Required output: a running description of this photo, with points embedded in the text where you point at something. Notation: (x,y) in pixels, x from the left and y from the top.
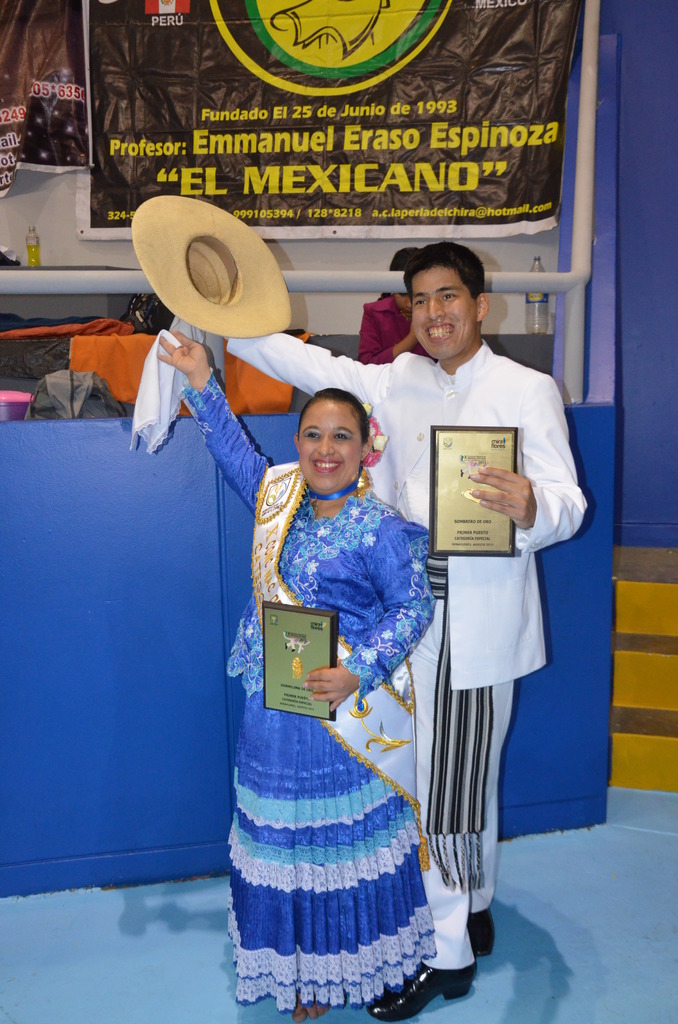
In this picture I can see a woman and a man (478,317) standing in front (441,260) and I can also see they're holding a thing (478,446) in their hands (487,505) and I see the man (291,372) is holding a hat (261,291) and the woman (347,479) is holding a white color cloth (147,387). In the background (103,214) I can see banners (111,111) on which there is something. I can also see 2 bottles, a person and the steps (631,689) on the right side of this image (647,761).
